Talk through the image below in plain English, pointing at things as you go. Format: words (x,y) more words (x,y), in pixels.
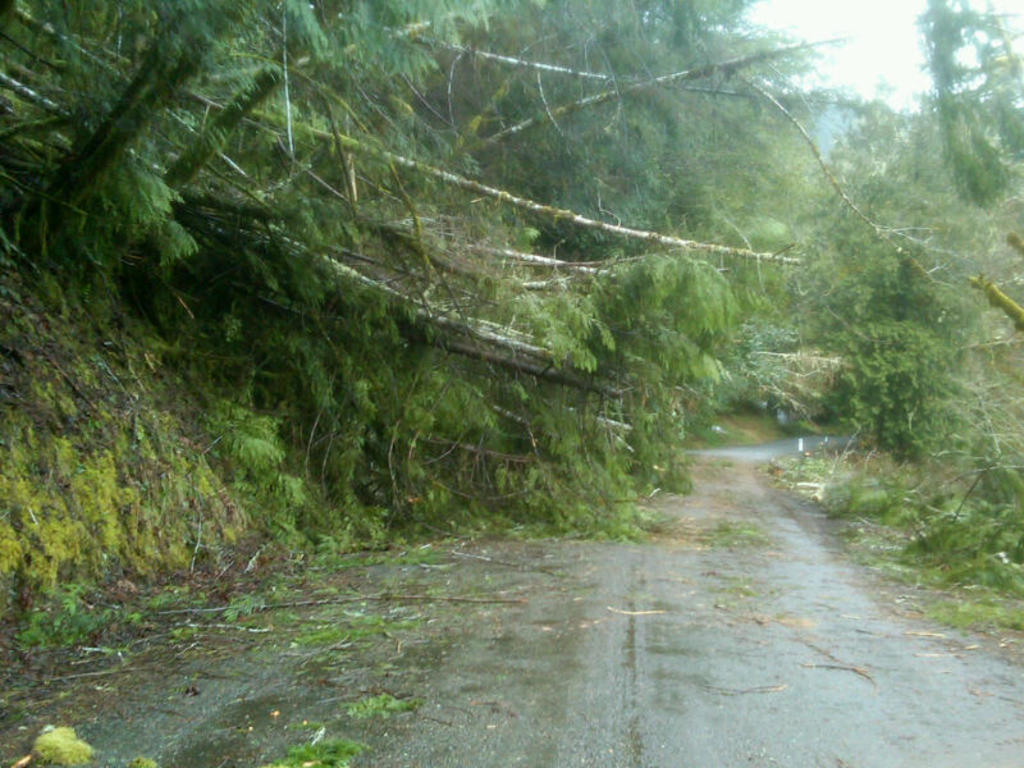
As we can see in the image there are trees (470,160), plants (957,549), road (584,682) and sky (805,9).
